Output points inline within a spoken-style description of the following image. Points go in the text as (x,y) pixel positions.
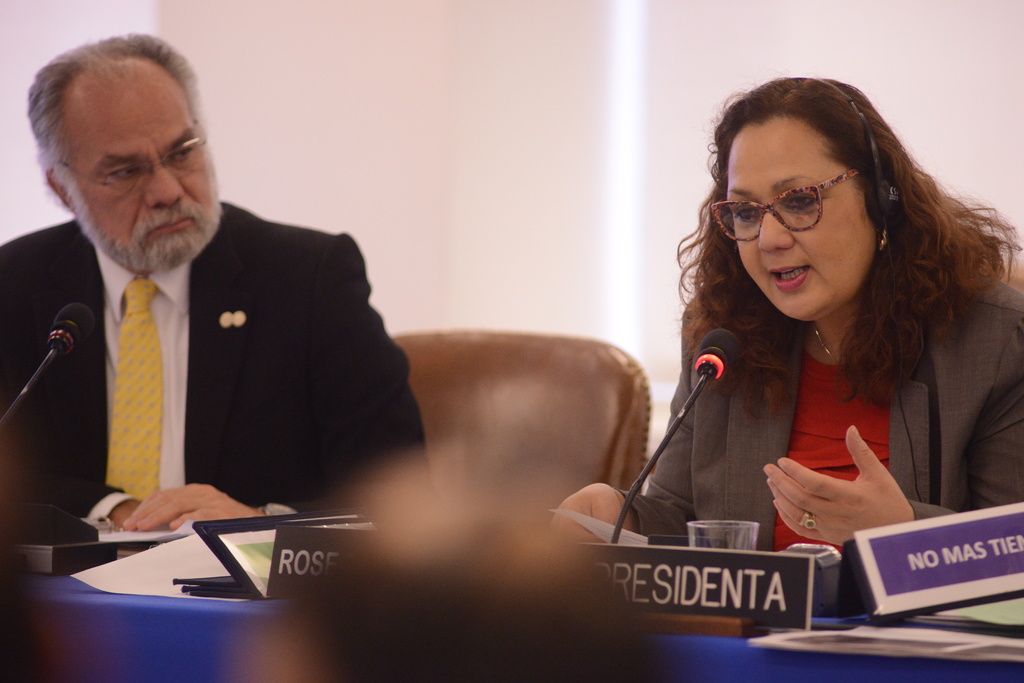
In this image I see a man (163,447) and a woman (816,304) who are sitting on the chairs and there is a table (912,679) in front of them, on which there are mics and few things (695,536) on it.
